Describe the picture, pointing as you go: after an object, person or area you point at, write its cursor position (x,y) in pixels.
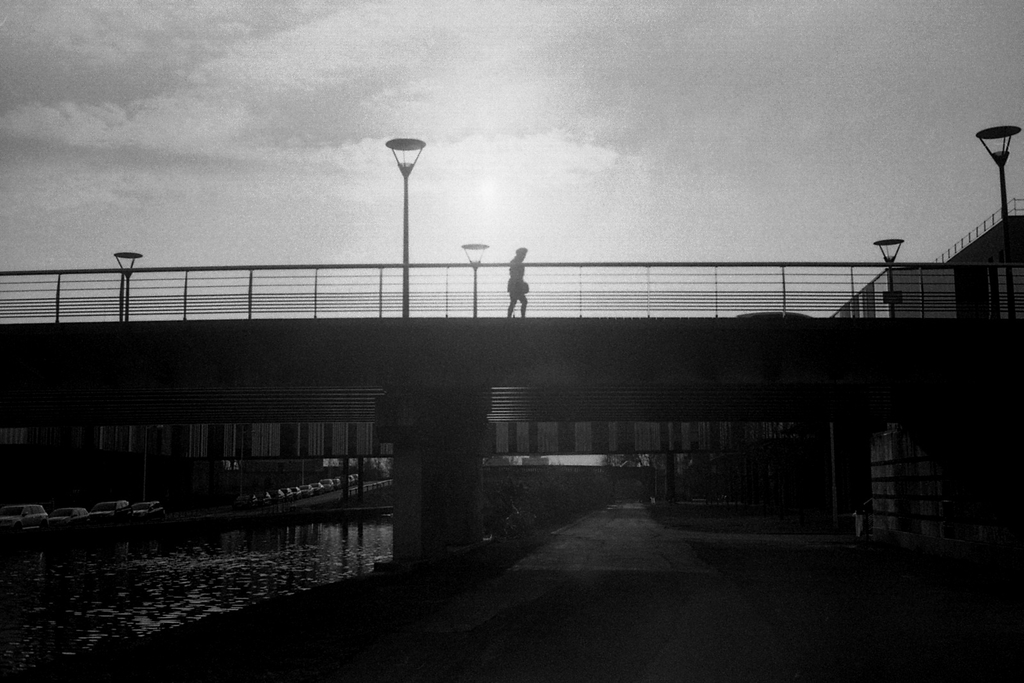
This is a black and white image. I can see the streetlights (404,171) and a person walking on a bridge (497,346). At the bottom left side of the image (63,513), there are vehicles (129,513) on the road (303,507) and I can see water (257,563). At the bottom right side of the image (691,638), there is a pathway (648,507). In the background (473,115), I can see the sky (560,122).
